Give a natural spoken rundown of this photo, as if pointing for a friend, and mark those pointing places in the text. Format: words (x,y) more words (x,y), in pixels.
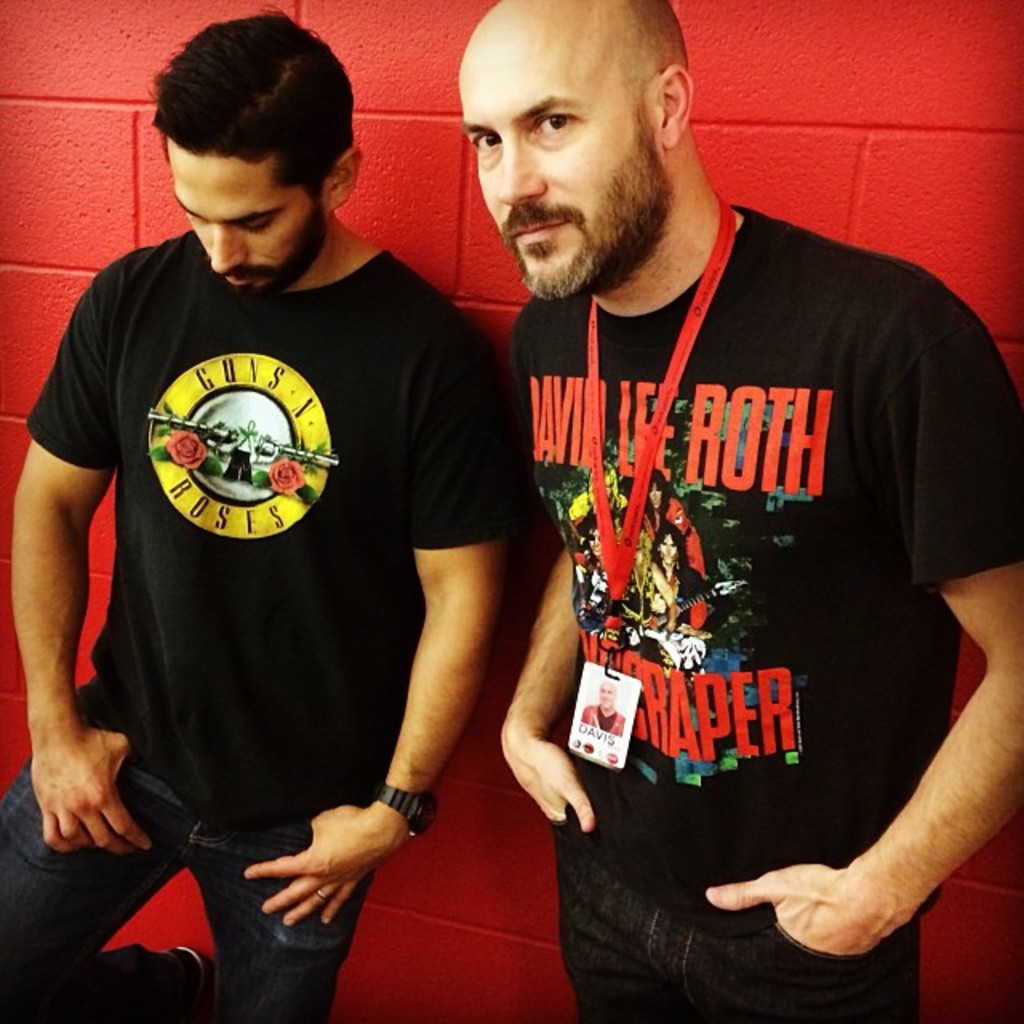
In this picture we can observe two men (329,636) standing wearing black color T shirts (277,569). One of the man (660,521) was wearing a tag (614,576) which is in red color in his neck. In the background (775,194) there is a red color wall (85,161).
